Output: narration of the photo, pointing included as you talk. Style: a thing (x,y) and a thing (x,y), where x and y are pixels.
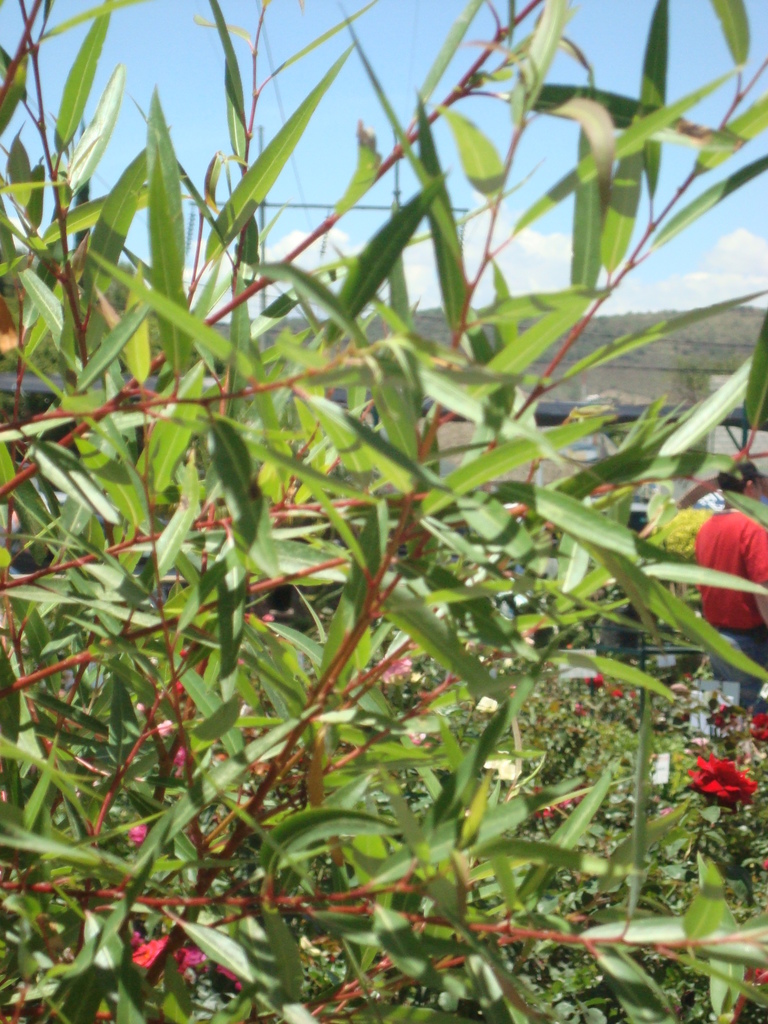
In this image we can see a group of plants (542,826) with flowers (756,722). On the backside (748,685) we can see a person (699,552) standing, the hills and the sky (381,189) which looks cloudy.
